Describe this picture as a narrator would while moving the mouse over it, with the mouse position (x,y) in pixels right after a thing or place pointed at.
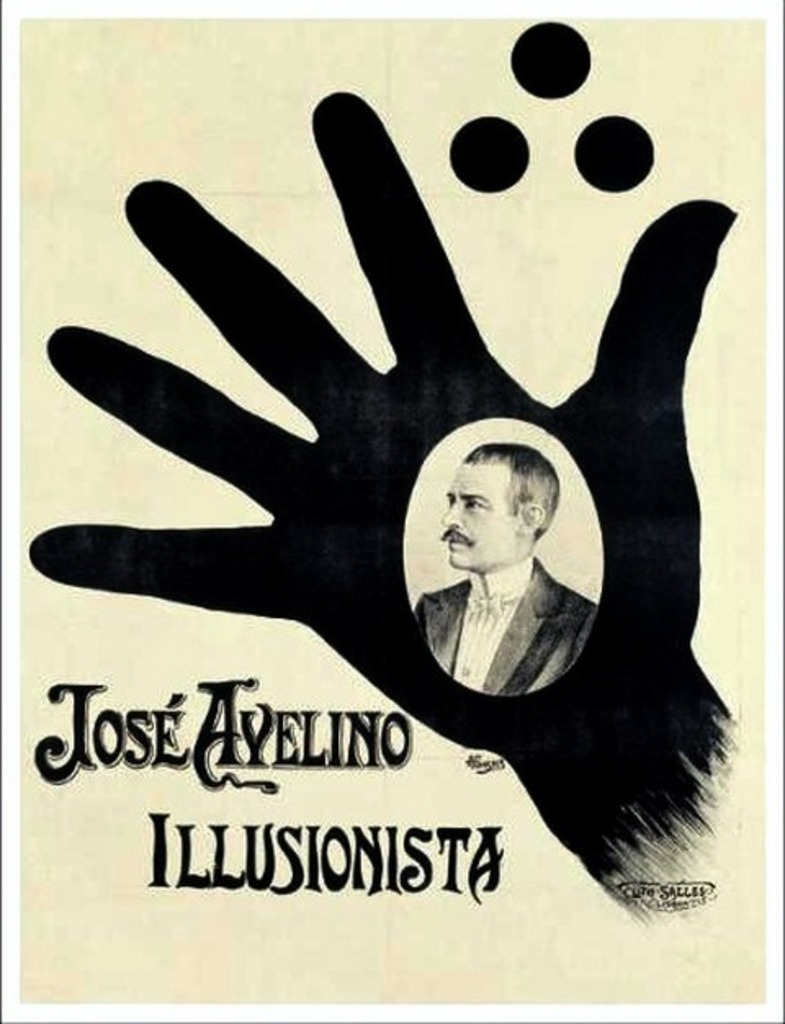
In this image I can see a poster (419,681) in which I can see a picture (519,588) of a person (509,538) and a hand (331,531). I can also see some text (454,864) written on it.
